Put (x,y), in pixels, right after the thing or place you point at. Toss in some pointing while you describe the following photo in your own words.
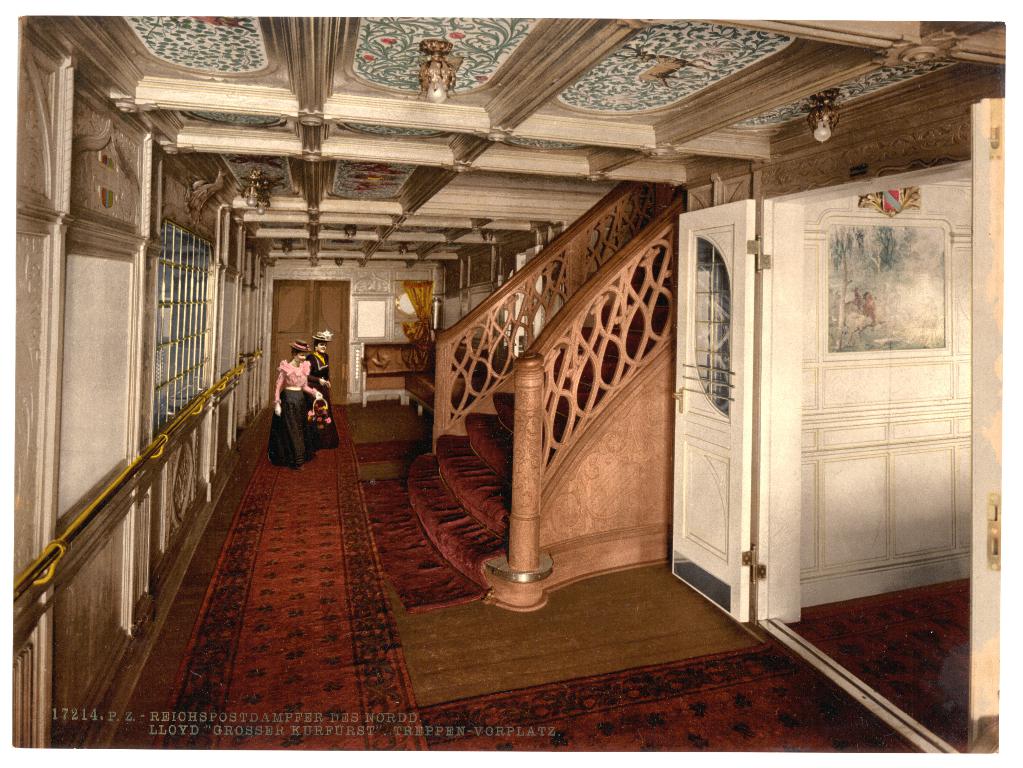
It is a photograph in which there are two women (294,380) standing on the floor (308,494). In front of them there is a staircase (564,329). On the floor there is carpet (365,504). On the right side (709,407) there is a door (709,424). At the top (251,195) there are lights (267,186). In the background (290,290) there is a door (297,307) on the left side (309,311) and a mirror (383,317) on the right side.
